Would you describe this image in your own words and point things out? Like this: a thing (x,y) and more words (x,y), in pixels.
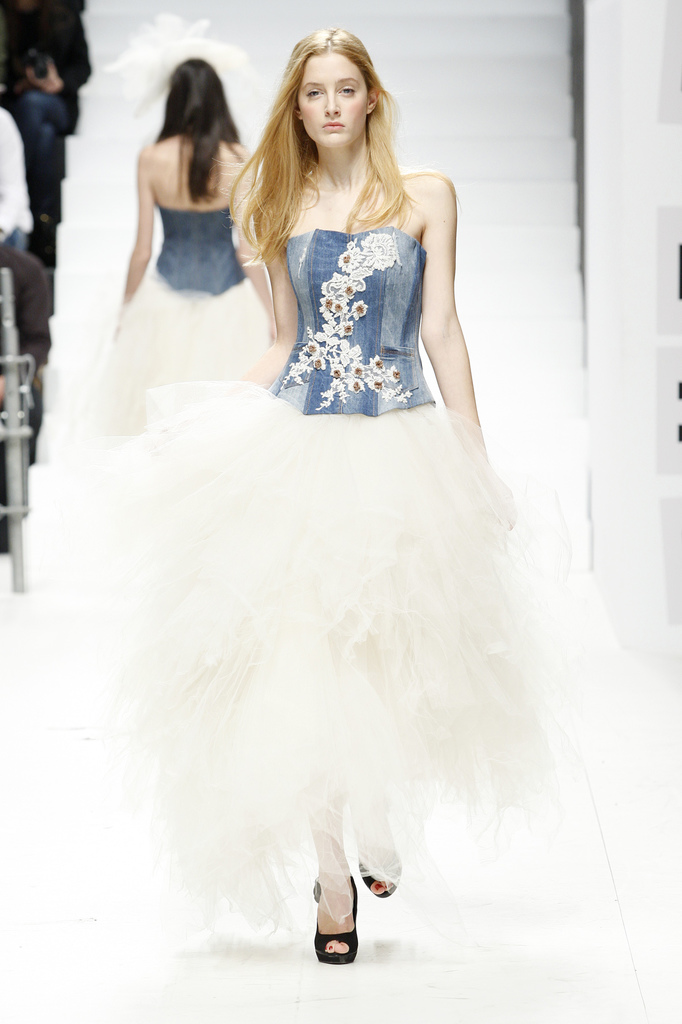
Here in this picture we can see two women (201,315) walking on the ramp (385,950) with some designer clothes (255,356) over a place.
